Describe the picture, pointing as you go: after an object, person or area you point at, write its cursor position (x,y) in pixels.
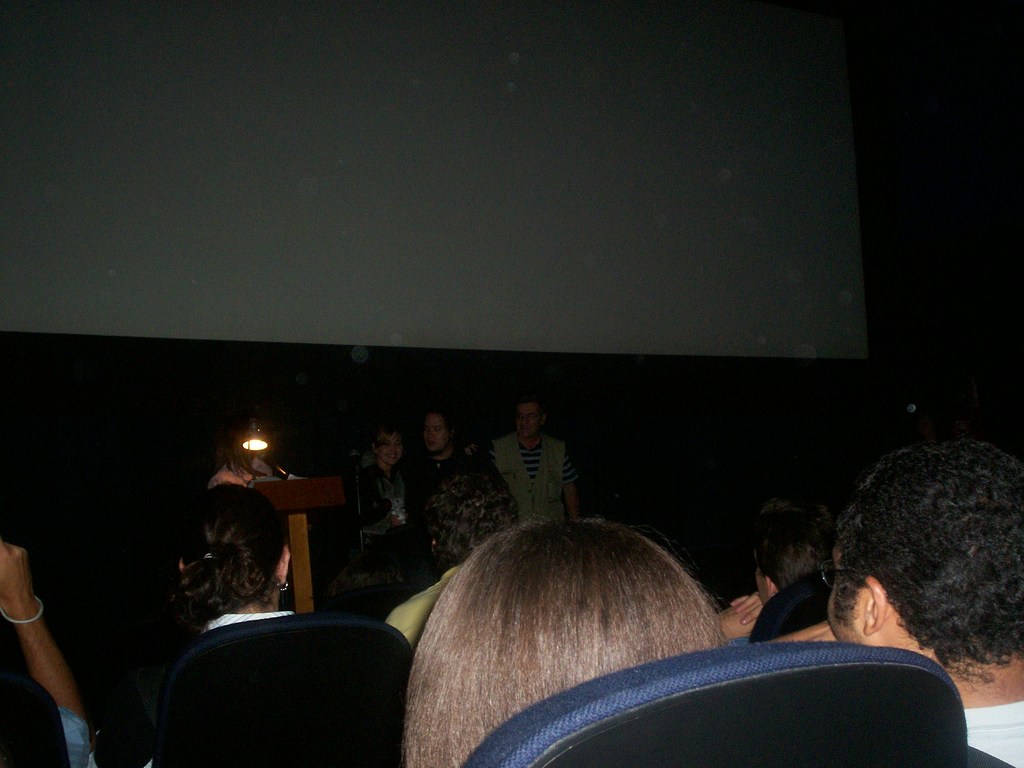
In this image there are some persons (456,640) sitting in the bottom of this image, and there are some persons (548,465) standing in the middle of this image (416,459). there is a wall (468,355) in the background (512,318).
